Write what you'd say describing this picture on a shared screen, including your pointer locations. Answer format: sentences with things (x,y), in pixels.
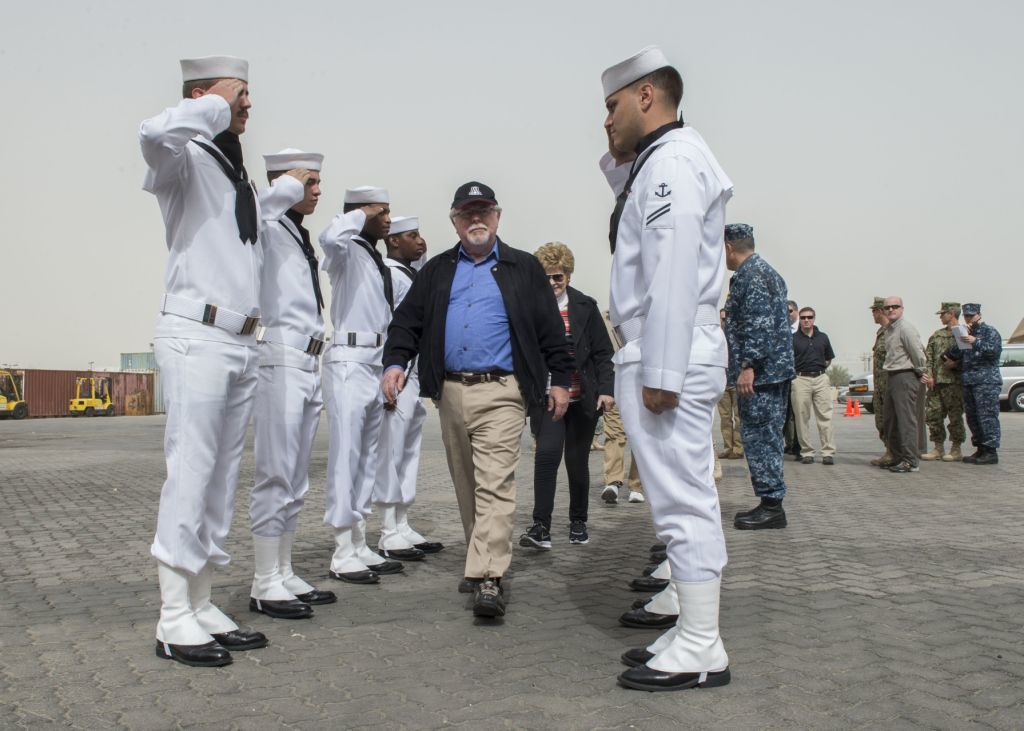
The man (510,260) in the middle of the picture (442,347) wearing a blue shirt (458,338) and black jacket (525,322) is walking on the road (526,580). Behind him, the woman (583,302) in the black jacket (592,361) is also walking on the road (96,418). On either side of him, we see men (634,247) in white uniform (689,230) are saluting. Behind them, we see people (819,407) standing. Behind them, there are cars (1005,348) parked on the road (526,482). On the left side (13,377), we see vehicles (87,403) in yellow color are parked on the road (134,421). Beside that, we see a wall (115,379) in white and brown color. At the top of the picture (898,119), we see the sky (866,165).
